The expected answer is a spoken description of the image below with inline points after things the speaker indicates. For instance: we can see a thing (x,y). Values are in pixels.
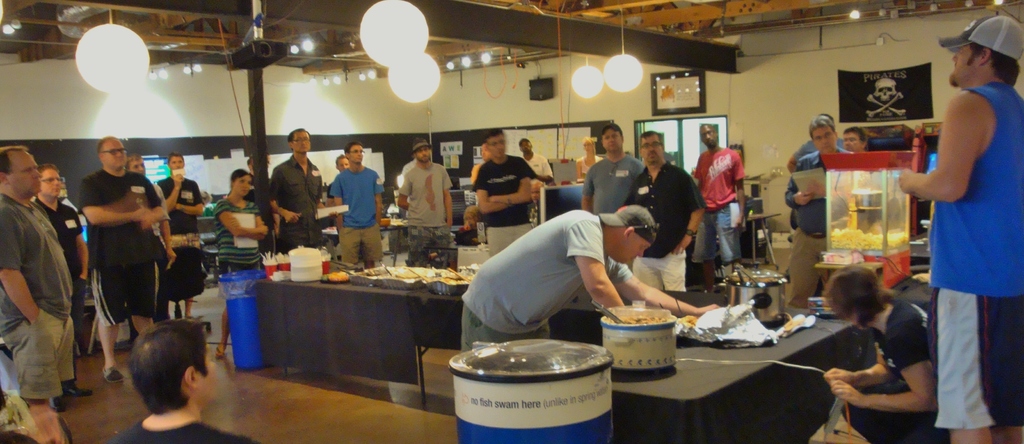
In this image there is a man (583,253) who is standing near the table (639,393). On the table (709,376) we can see bowl (638,330), food (411,272), spoon (616,320), foil paper (728,316), basket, water bottle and other objects (309,264). On the right (972,250) there is a man (972,268) who is standing near to the women (917,314). On the top (89,52) we can see many lights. On the left (9,167) we can see group of person (233,236) standing near to the tables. Here we can see doors (687,122) and posters (673,111).
